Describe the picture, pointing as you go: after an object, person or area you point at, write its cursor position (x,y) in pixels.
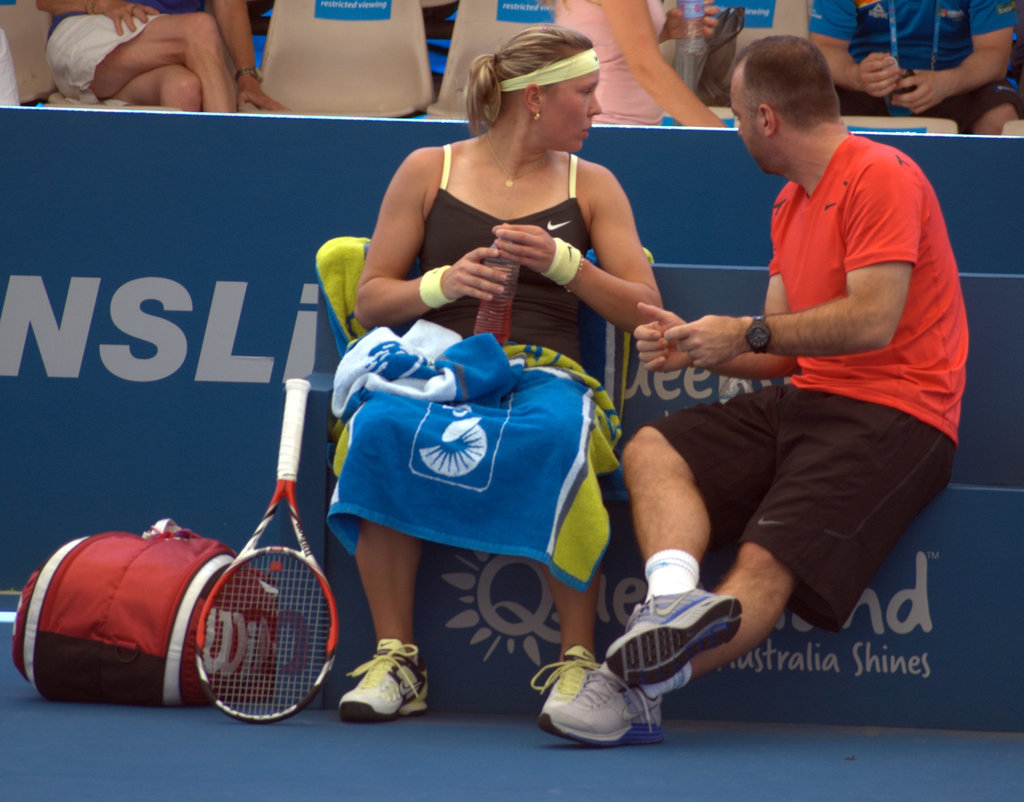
This is the picture of a place where we have a lady (414,314) and a guy (715,484) sitting beside the bat (249,538) and a bag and behind there is a fencing (183,502) which is blue in color and some people (144,31) sitting on chairs (44,45) to the other side of the fencing (372,161).
